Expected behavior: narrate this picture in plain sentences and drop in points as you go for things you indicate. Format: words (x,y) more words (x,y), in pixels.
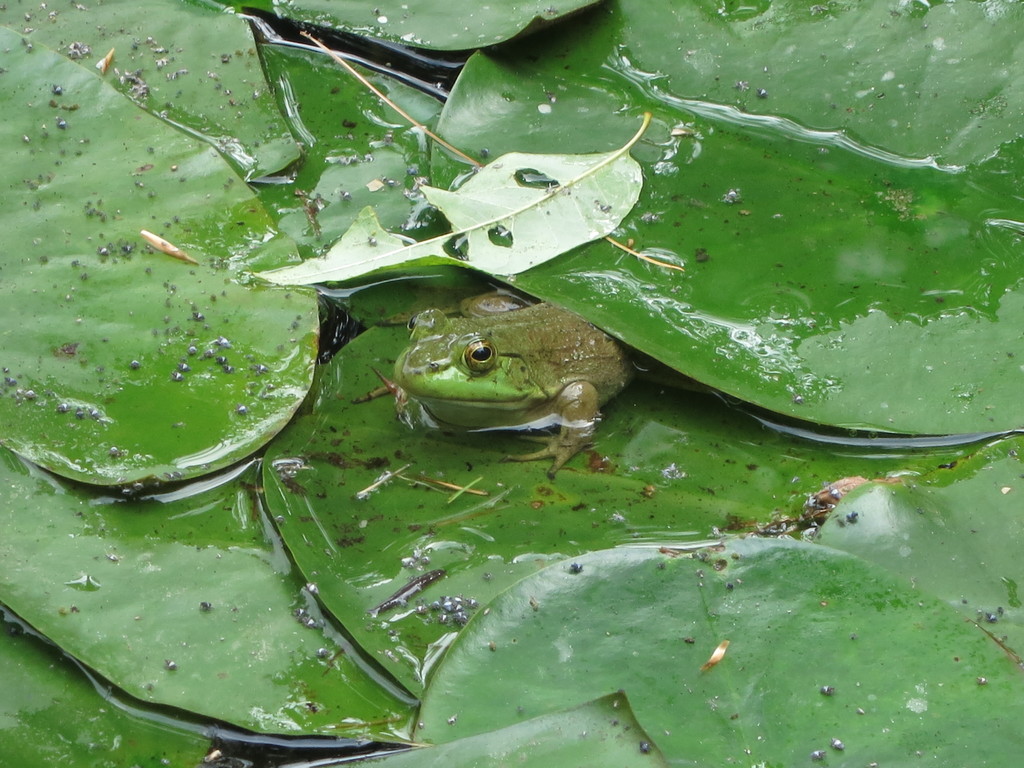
In this image, we can see some leaves (831,383). There is a frog (508,305) in the middle of the image (574,358).
